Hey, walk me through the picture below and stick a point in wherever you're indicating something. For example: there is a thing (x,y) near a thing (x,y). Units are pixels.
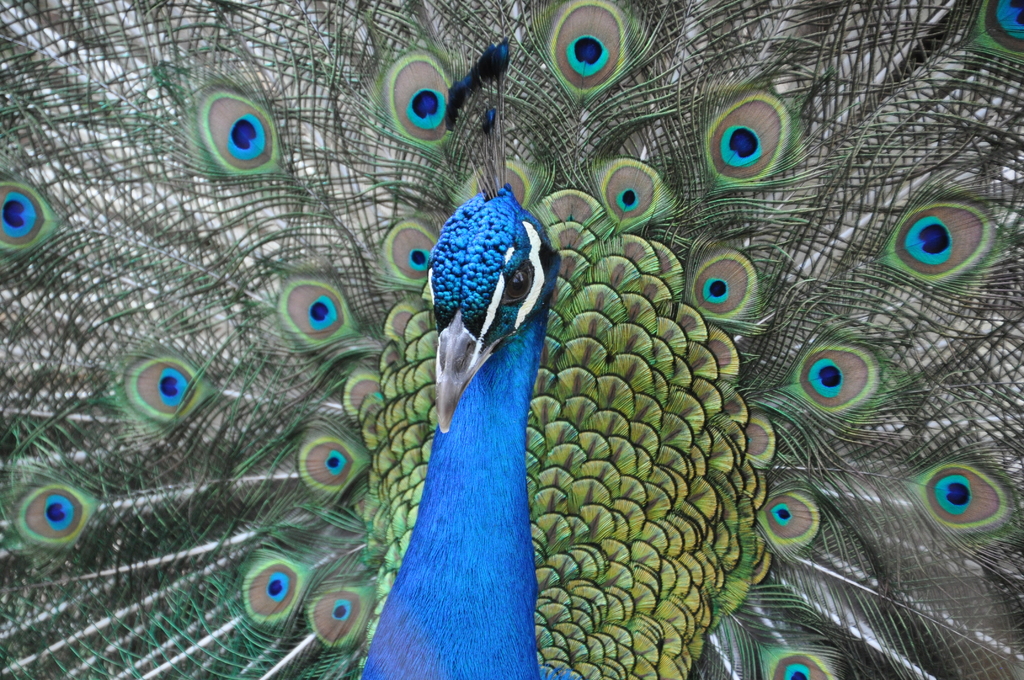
In this picture there is a peacock (677,490) and it is in blue, green and in brown color.
